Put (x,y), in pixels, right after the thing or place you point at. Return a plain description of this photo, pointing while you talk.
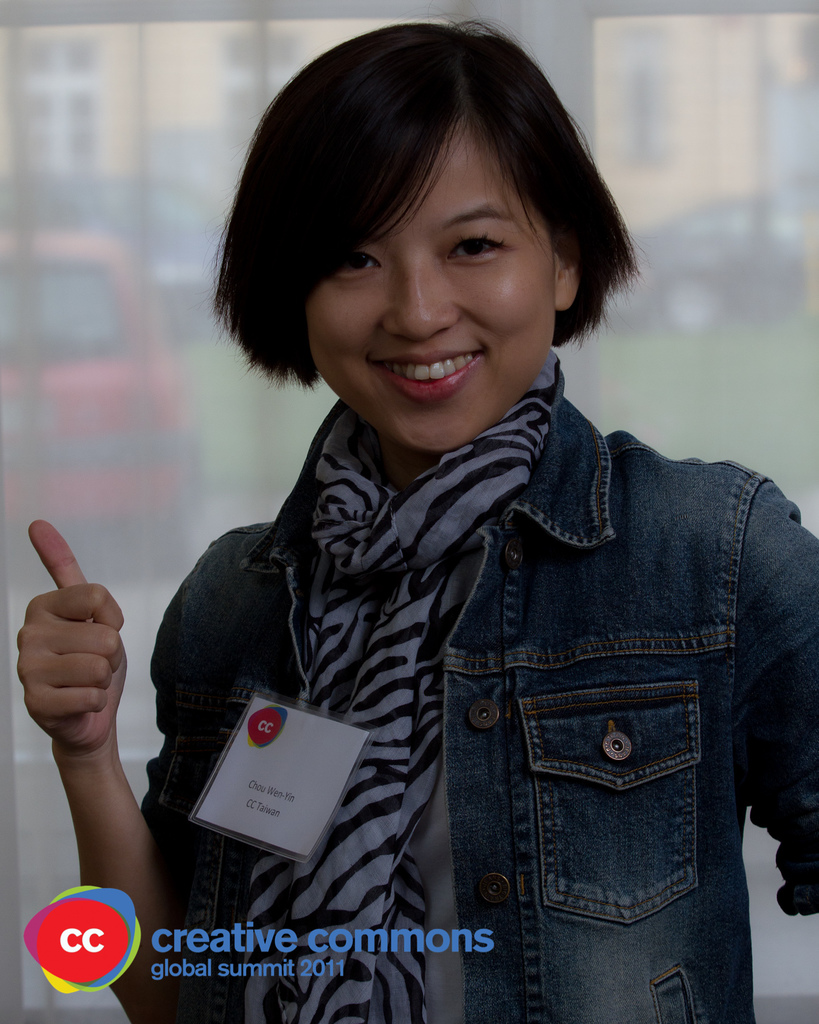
In this image in front (692,538) there is a person (382,736) wearing a smile on her face (433,254). On the backside (229,395) there is a glass window (132,317). In the background (127,173) there are buildings (166,110) and cars (183,386).
